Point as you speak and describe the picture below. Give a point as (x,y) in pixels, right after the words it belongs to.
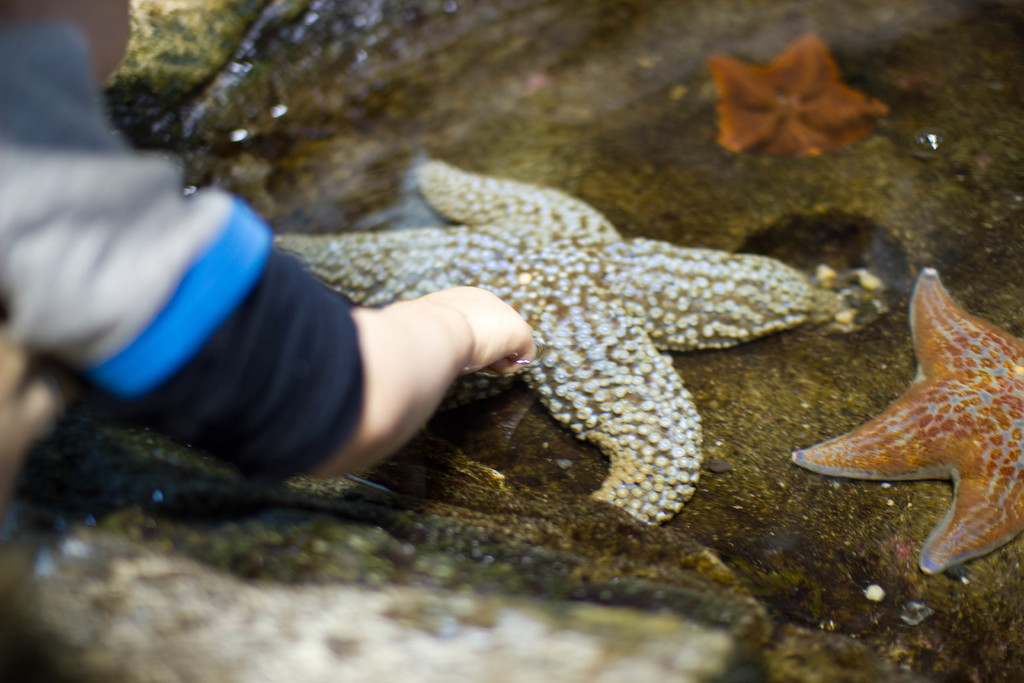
On the right side (863,447), I can see the starfish (575,278) in the water (743,405). On the left side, I can see a person's hand (455,347). It seems to be this person (291,353) is touching the starfish (582,343).
